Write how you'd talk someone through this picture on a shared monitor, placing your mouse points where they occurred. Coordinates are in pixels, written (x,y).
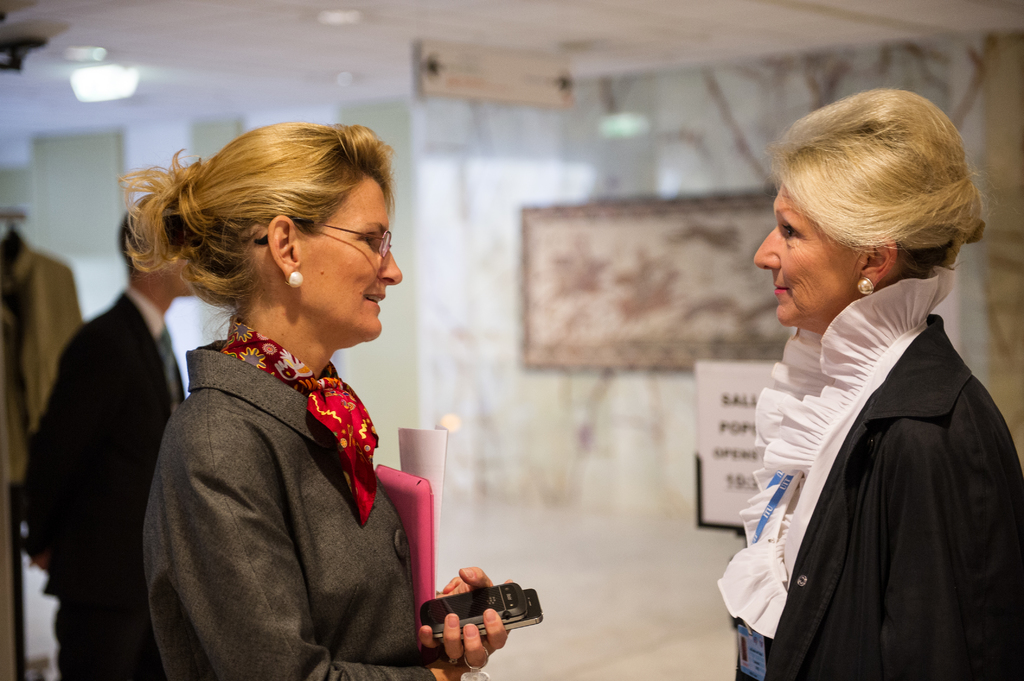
In this image I can see two women (247,461) standing. I can see one of the women (245,492) is wearing blazer (265,498) and holding cell phones (499,598) in her hand (424,640) and the other woman (919,479) is wearing black colored coat (915,482). In the background (139,293) I can see a person (161,382) standing, the white colored ceiling (220,47), a board (497,83), a light (99,82), the wall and few other objects (18,48).
